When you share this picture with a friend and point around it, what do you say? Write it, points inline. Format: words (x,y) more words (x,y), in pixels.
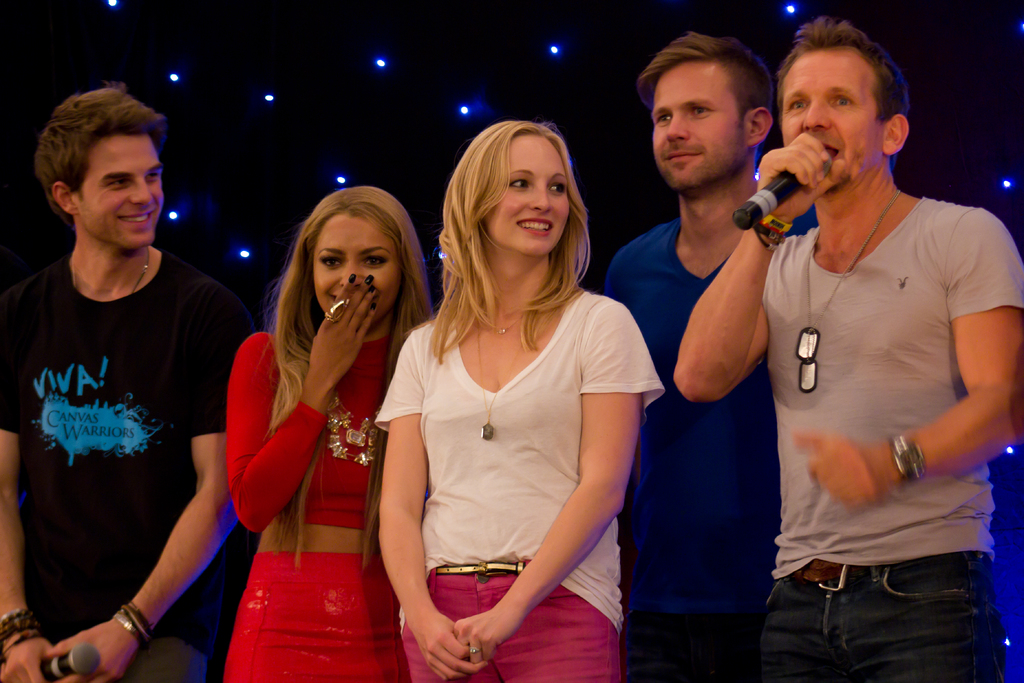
In this image I can see few people (391,294) standing and smiling. One person (849,123) is holding a mic (778,186) and wearing different color dress (870,395). Background (455,39) is in black and blue color.
